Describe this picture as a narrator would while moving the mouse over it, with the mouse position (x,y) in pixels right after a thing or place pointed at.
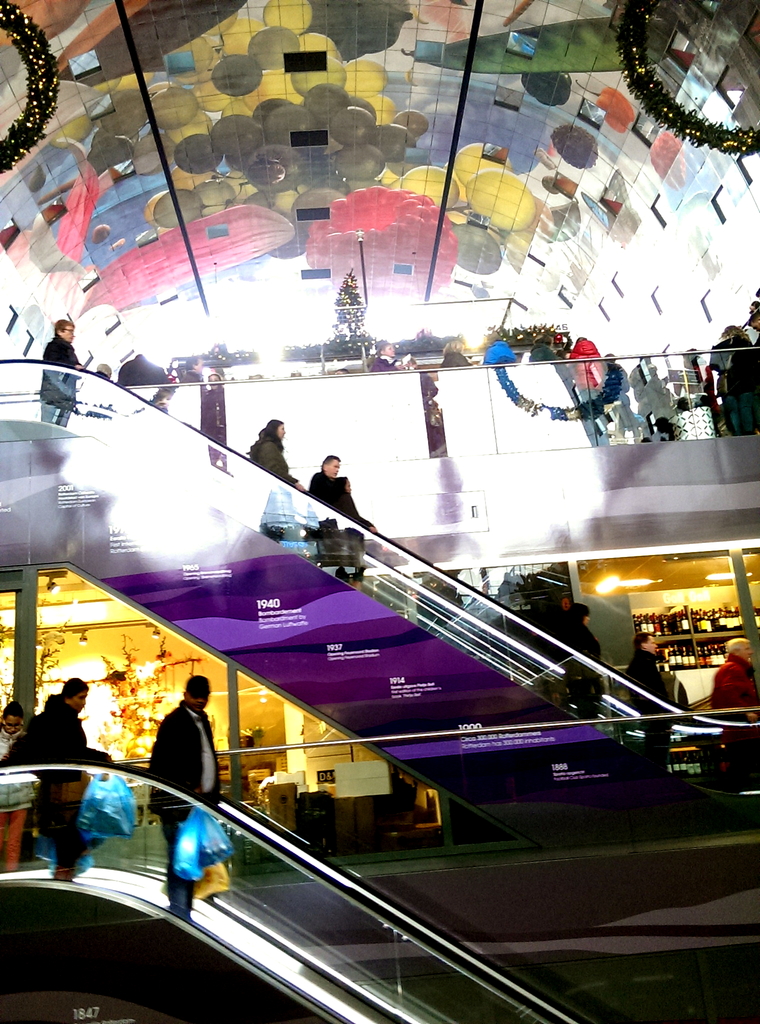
In this picture I can see inner view of a building (384,451) and I can see painting (367,168) on the ceiling (367,168) and few people (5,752) standing on the escalators (308,551) and I can see few bottles (728,623) in the store (661,629) and few lights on the ceiling (88,616) and I can see plants (129,677) and couple of them holding few carry bags (129,817) in their hands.
